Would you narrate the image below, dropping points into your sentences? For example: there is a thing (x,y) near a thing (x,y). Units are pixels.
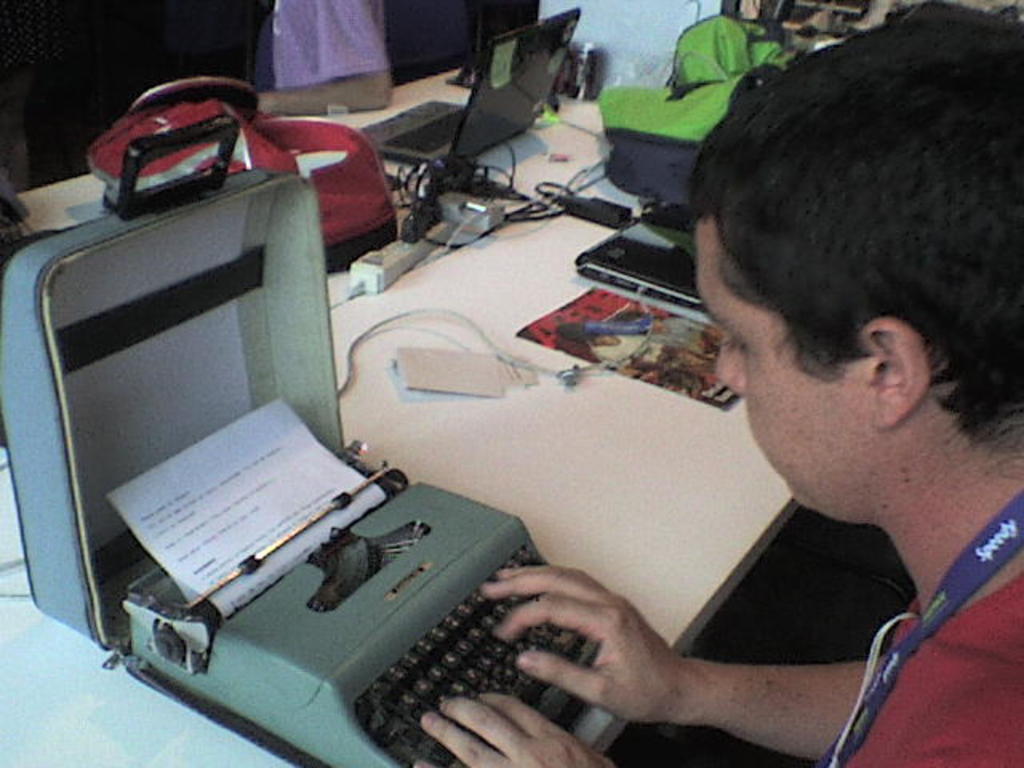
On the right side (907,539) a man (991,48) is sitting and typing, he wore red color t-shirt (931,696). At the top (502,141) there is a laptop (482,117) on the table (505,171).
